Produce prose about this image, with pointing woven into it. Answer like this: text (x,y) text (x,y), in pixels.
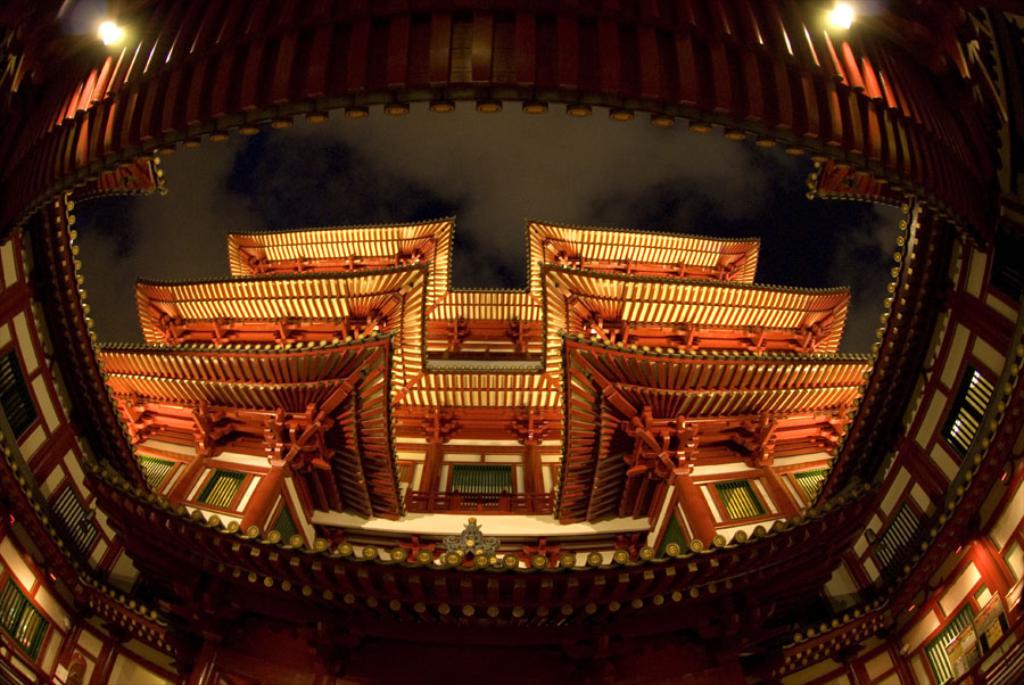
In this picture we can see few buildings (268,246) and lights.
